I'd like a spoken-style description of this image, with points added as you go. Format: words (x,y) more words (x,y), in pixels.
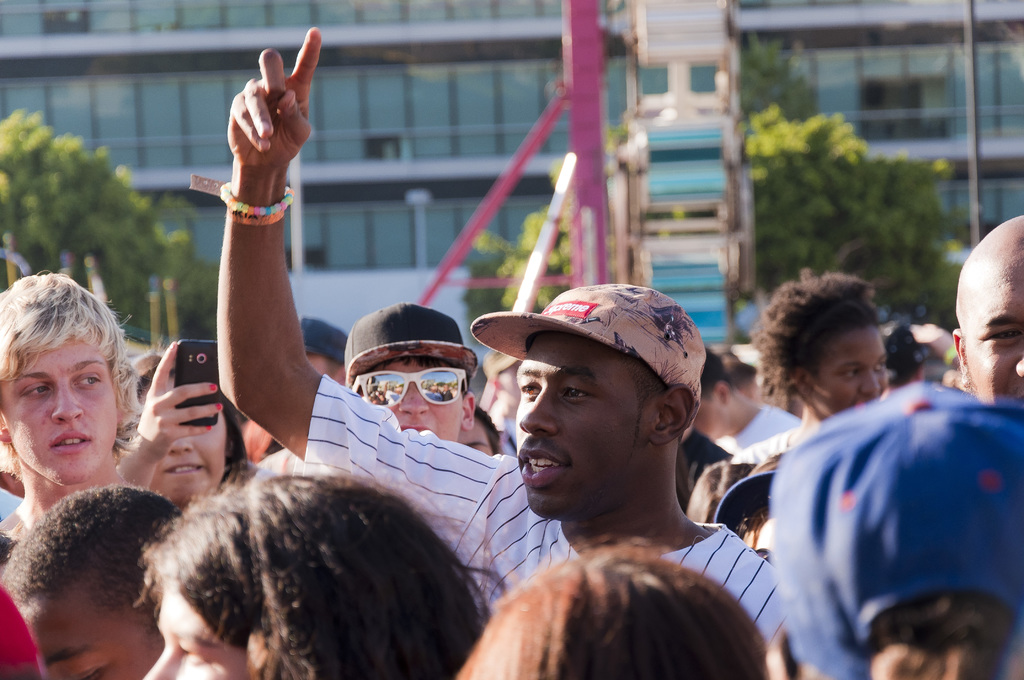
In this image we can see group of persons (592,330) on the road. In the background (837,190) we can see trees (765,182), pole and building (416,129).
